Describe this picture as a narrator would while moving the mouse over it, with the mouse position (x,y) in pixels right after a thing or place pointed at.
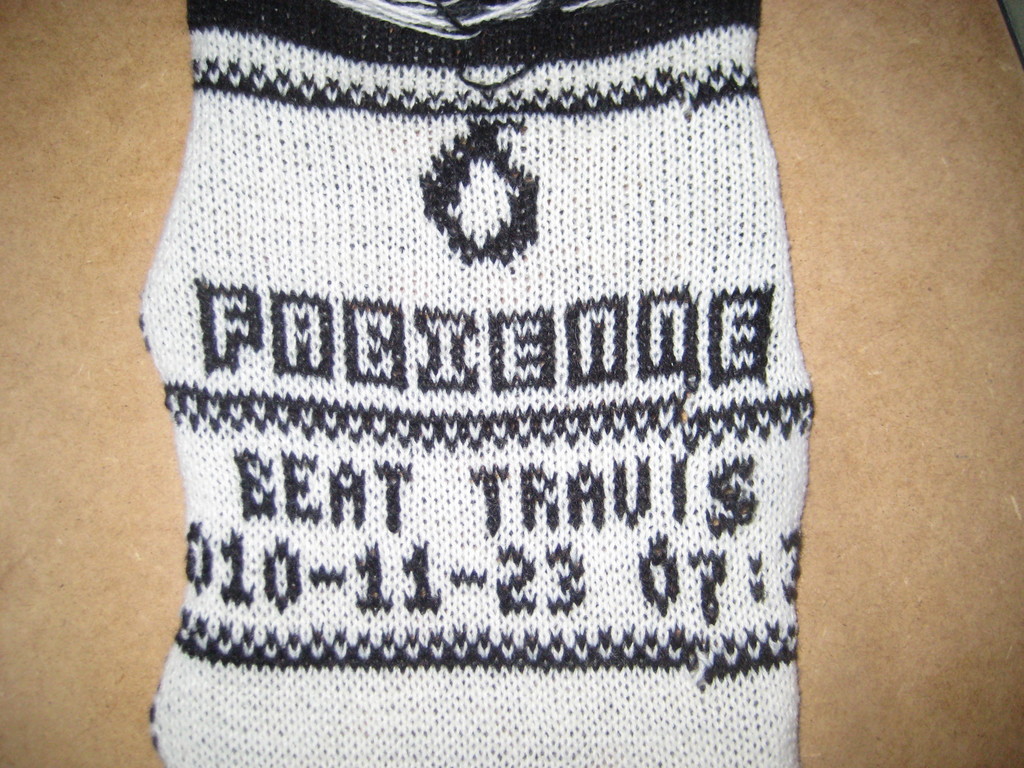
This is a black and white color cloth (499,392).
